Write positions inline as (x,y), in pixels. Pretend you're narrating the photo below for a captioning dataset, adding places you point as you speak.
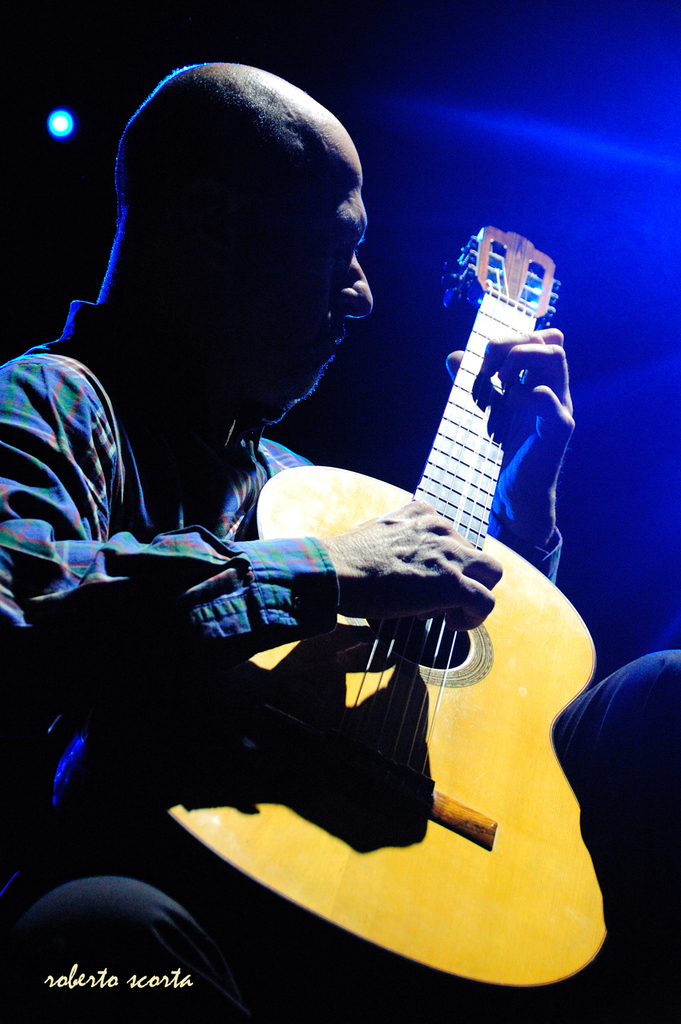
In this picture there is a man (129,454), who is playing a yellow guitar (408,737). On the background (63,113) there is a light (57,137). On left side (66,135) there is a blue light (64,132).
